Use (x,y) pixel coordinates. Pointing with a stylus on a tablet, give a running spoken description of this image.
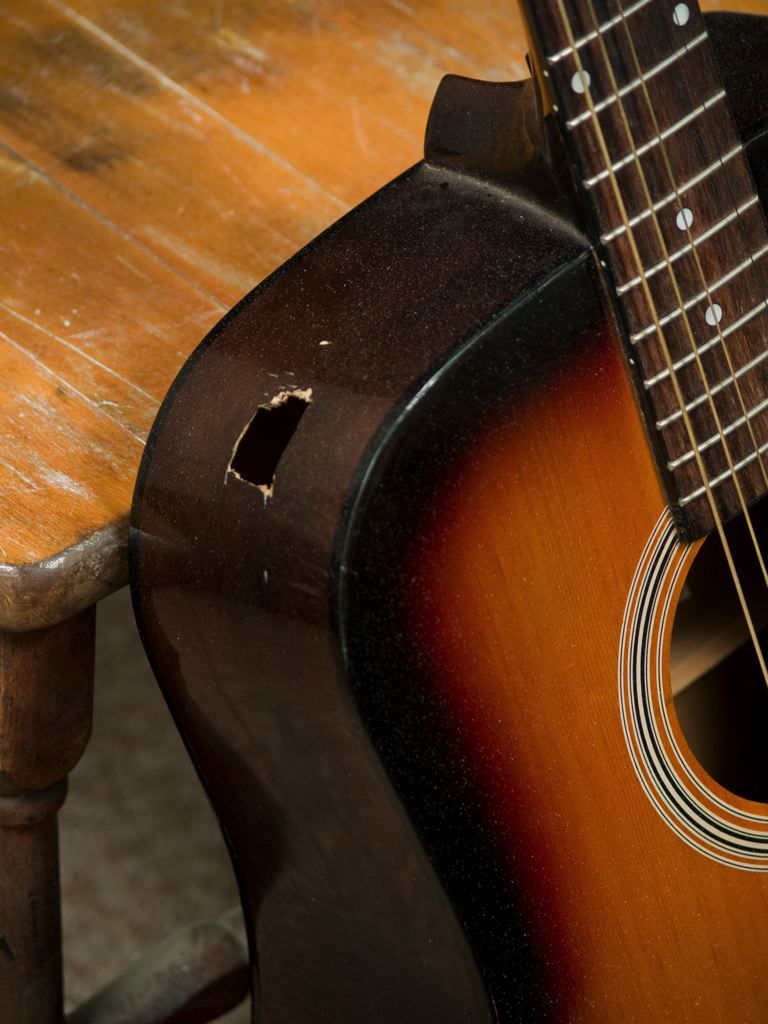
In this picture we can see a guitar (470,531) with hole (283,423) to it and strings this is placed beside the table (197,309) and this guitar (385,721) is in brown and black color.
